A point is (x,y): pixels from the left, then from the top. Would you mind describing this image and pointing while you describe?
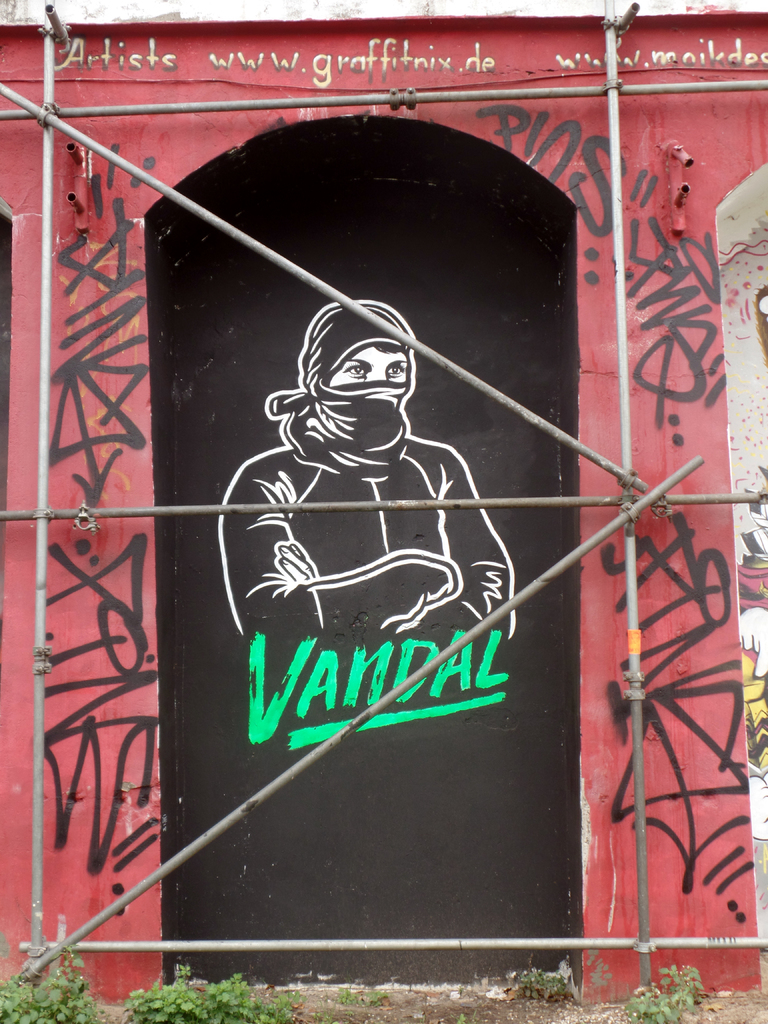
This is a graffiti(art) (275,658). In this picture we can see some painting (275,895) on the wall (388,899). We can see the sketch (297,513) of a person (447,444) and some text (259,711) is visible on the wall (200,2). There are poles (47,257). We can see a few plants (216,1018) on the path (699,1008).
